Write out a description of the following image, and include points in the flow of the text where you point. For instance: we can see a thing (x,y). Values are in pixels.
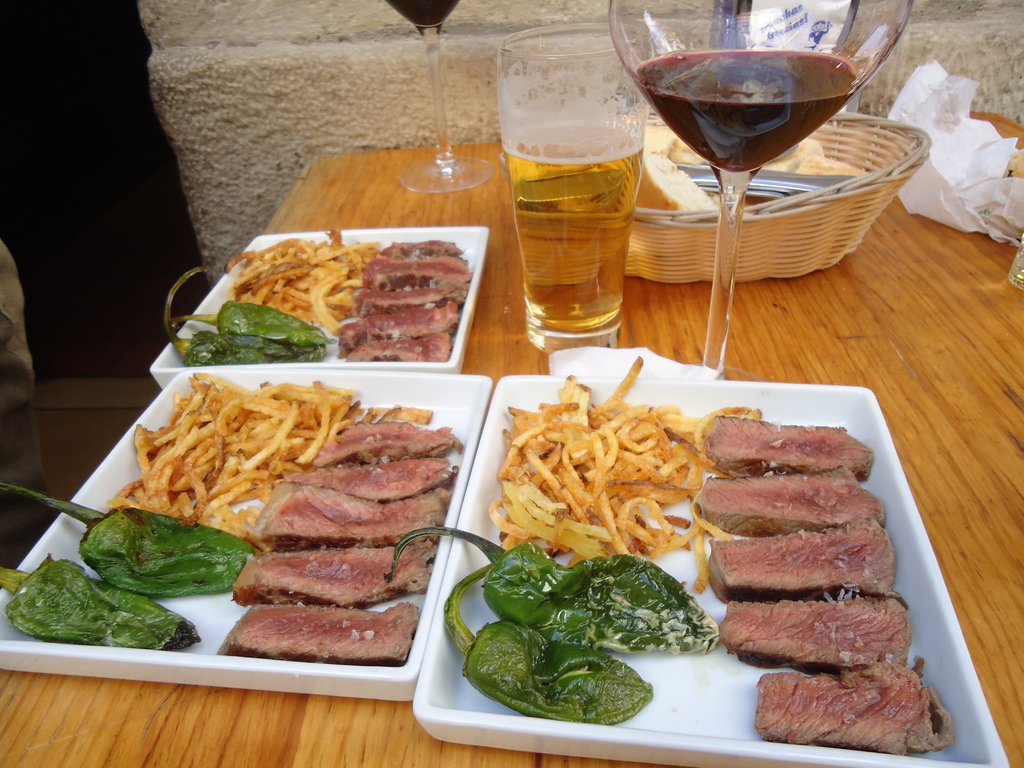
In this image we can see french fries (250,447), meat (863,675) and something kept on the white plate (130,468) which are placed on the wooden table (69,765). Here we can see glasses (534,151) with drinks (619,214), basket (714,193) with food items (679,196) and tissues (979,198) on the table (947,400). In the background (395,73), we can see the wall (285,149) and the floor (91,456) here.
